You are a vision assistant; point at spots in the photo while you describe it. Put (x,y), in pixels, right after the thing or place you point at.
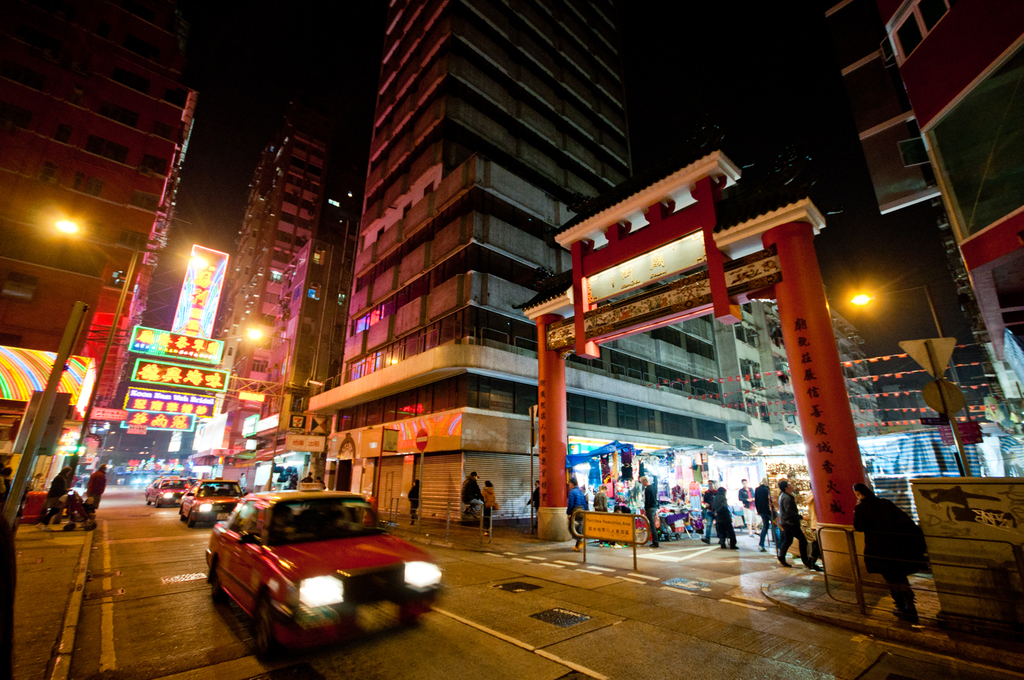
In this image we can see buildings (504,336), arch (788,259), persons (891,513), cars (249,546), road (200,562), name boards (155,424), street lights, sign boards (182,324) and sky (254,83).
